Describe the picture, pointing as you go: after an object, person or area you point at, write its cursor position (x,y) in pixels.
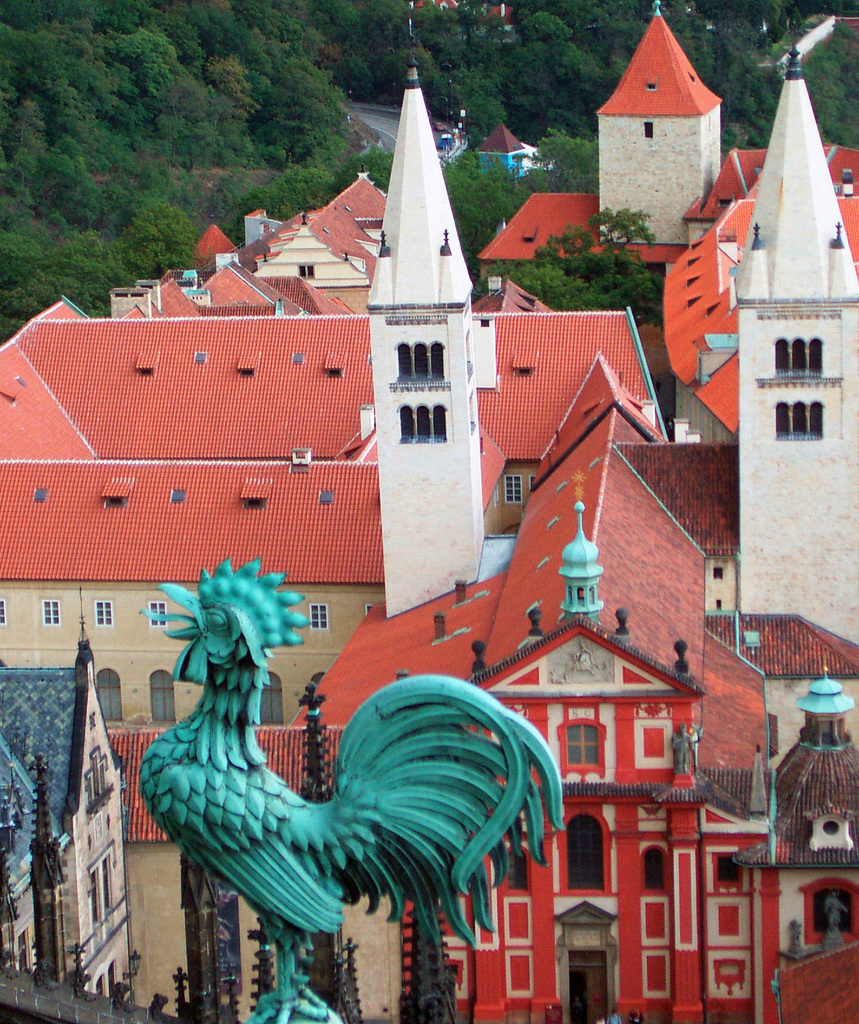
This image consists of buildings (274,710). In the front (395,863), we can see a statue of a hen (279,785). In the background (306,197), there are many trees (239,157).
